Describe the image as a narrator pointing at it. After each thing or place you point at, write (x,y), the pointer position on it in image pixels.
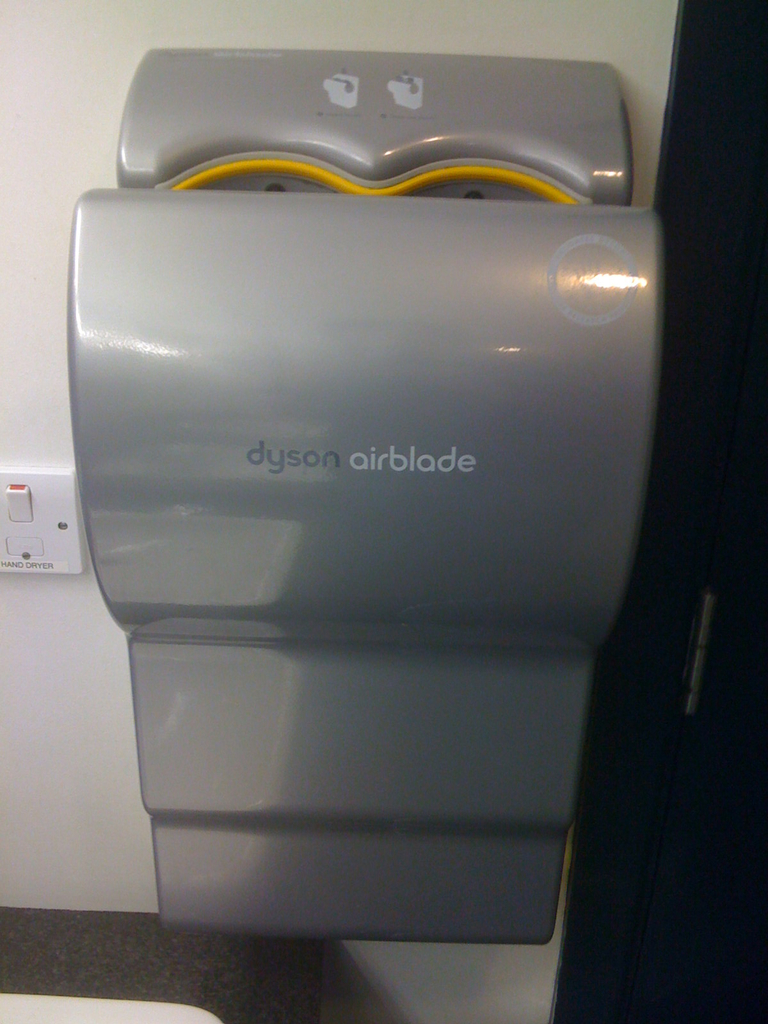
In the picture we can see a hand dryer (540,521) which is fixed to the wall (498,985) and beside it, we can see a switch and on the other side, we can see a black color door frame (734,244) with a part of door (723,820) to it.
